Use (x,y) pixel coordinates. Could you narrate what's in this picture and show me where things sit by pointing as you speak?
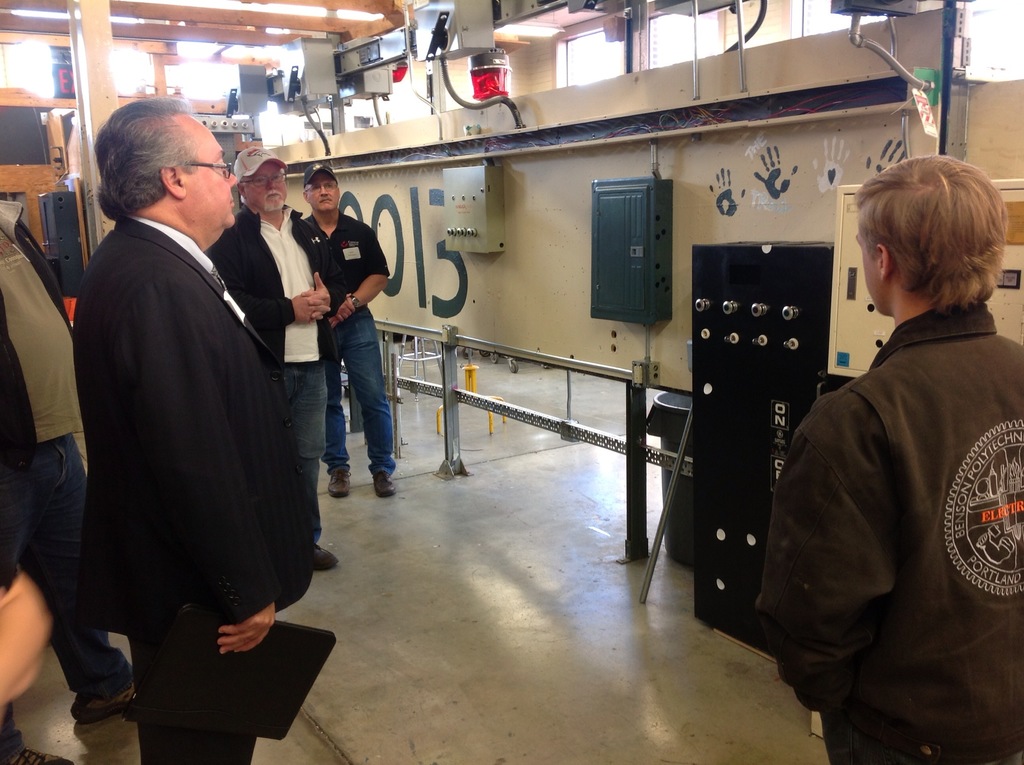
In this picture, there is a huge machinery (634,290) on the top right (756,142). Before the machinery (715,254), there are people (163,366). Towards the left (231,283), there are four men (166,367) wearing black jackets (234,252) except the one men (336,259) wearing black t shirt (345,272). A person (219,565) towards the left (205,182), he is holding a file (279,635) and staring at the machine (438,228). Towards the right (774,551), there is another person (913,543) wearing brown jacket (898,512).
